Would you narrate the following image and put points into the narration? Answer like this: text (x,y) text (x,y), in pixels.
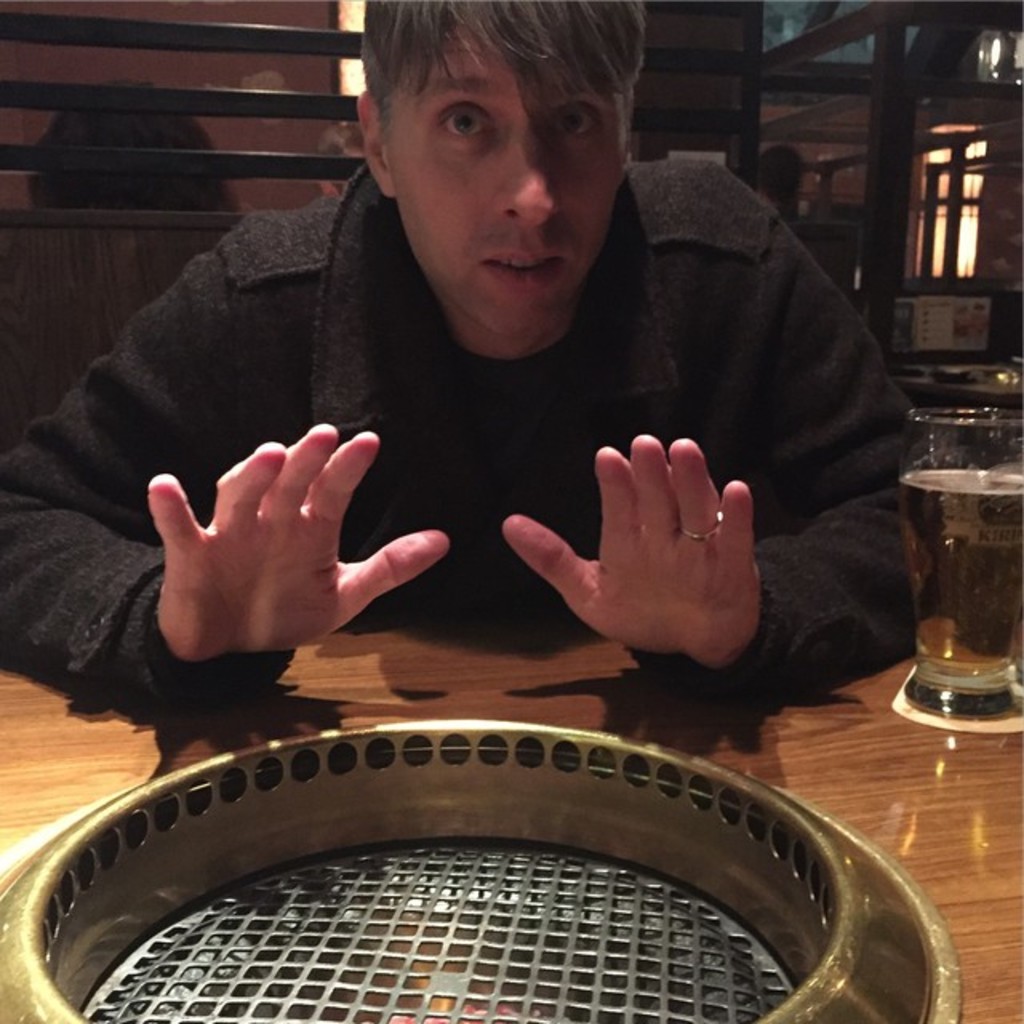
At the bottom of the image (990,922) there is a table (971,946). On the table (990,922) there is an object (513,911) and also there is a glass (964,671) with beer (1006,585). Behind the table (486,665) there is a man (644,340). Behind the man (677,446) there is a wooden object (86,267) and also there are some other objects (975,245).
